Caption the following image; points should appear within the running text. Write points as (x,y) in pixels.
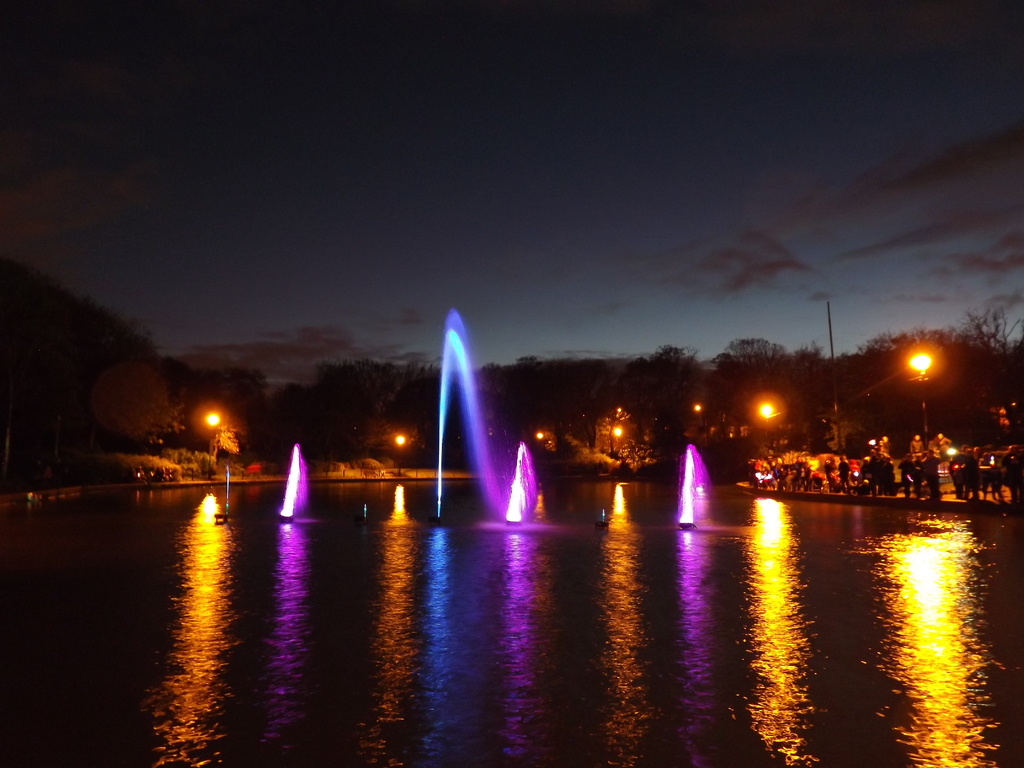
There is water (541,574). On that there is fountain (302,481) with lights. In the back (604,441) there are lights (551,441), trees (624,373), poles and sky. Some people (824,470) are standing on the right side (911,486).
